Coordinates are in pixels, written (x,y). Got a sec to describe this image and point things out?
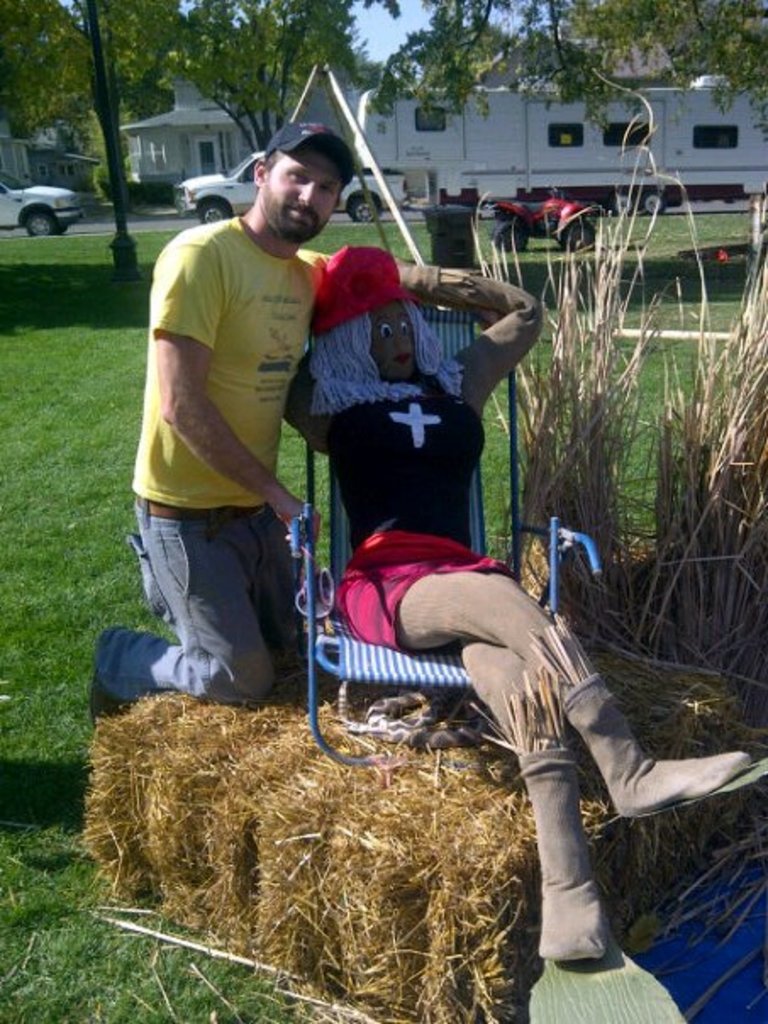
In the picture I can see the hay bale (450,971) at the bottom of the picture (184,782). I can see the statue (418,408) of a woman (474,595) sitting on the chair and it is on the hay bale (490,753). There is a man (280,220) on the left side (155,281) is wearing a yellow color T-shirt (215,297) and there is a cap (305,146) on his head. In the background (500,84), I can see the vehicles (563,111), houses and trees (633,39). There is a pole (120,199) on the top left side (117,214).
